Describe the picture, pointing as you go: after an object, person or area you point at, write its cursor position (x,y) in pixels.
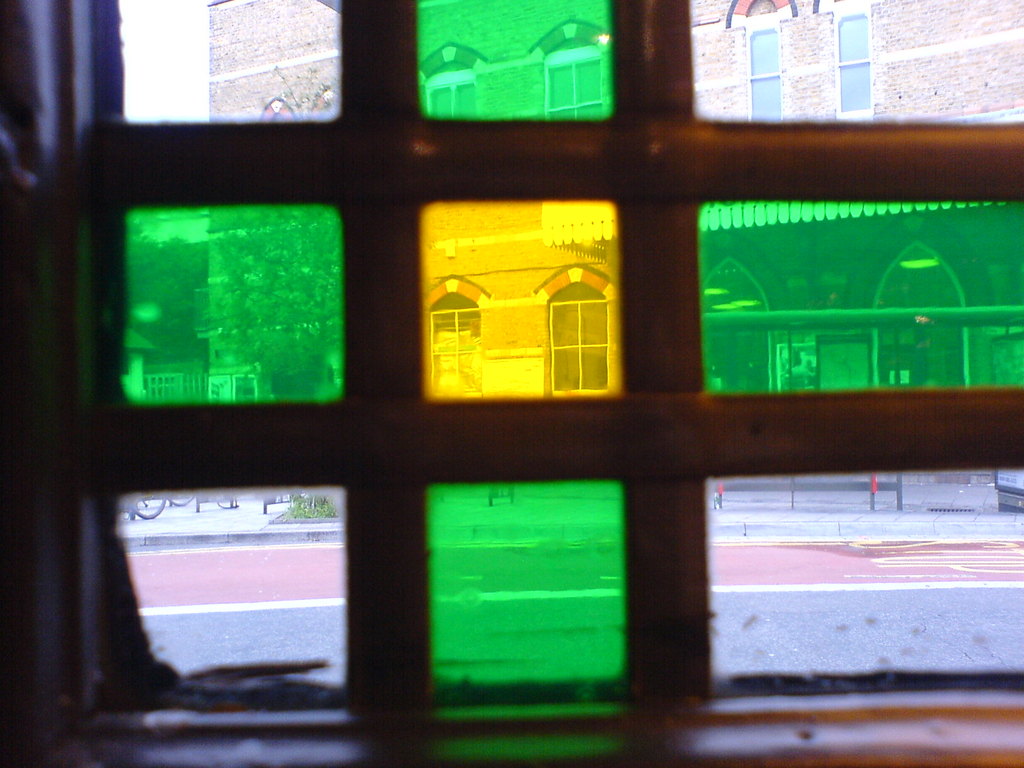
It seems like a window (413,461) in this image. We can see a building (549,320) and trees (241,334) through this window (355,308).
